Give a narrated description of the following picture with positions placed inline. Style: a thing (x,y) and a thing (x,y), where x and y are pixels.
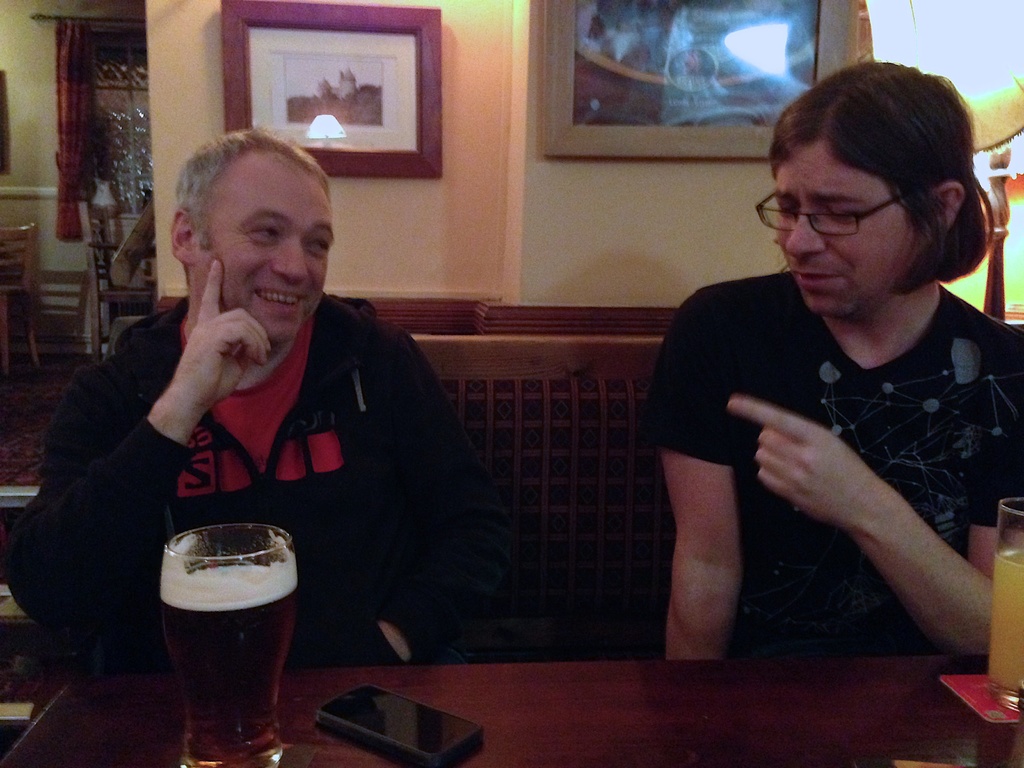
This image consists of two persons (394,455) sitting on a sofa (636,566). In front of them, there is a table (962,656) on which, there are two glasses (1006,654) and a mobile (450,747) are kept on it. In the background (294,72), there are frames (589,115) fixed on the wall (45,127). It looks like a restaurant (446,367).
